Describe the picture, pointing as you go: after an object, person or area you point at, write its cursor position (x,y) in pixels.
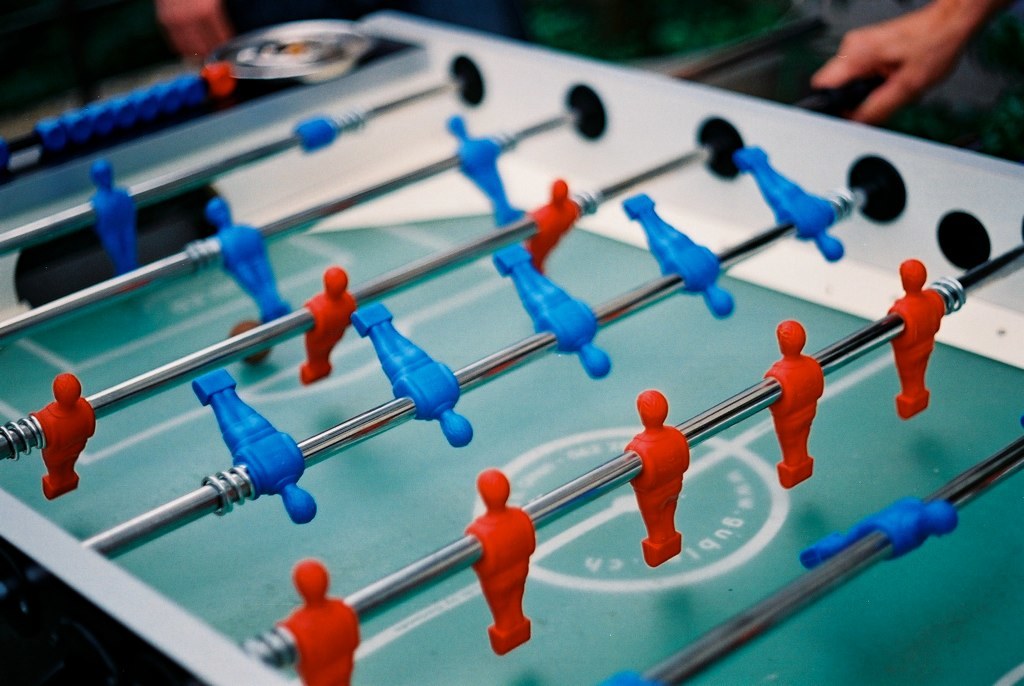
In this image we can see a foosball table (605,382). At the top (913,81) we can see a person's hand (903,95).
